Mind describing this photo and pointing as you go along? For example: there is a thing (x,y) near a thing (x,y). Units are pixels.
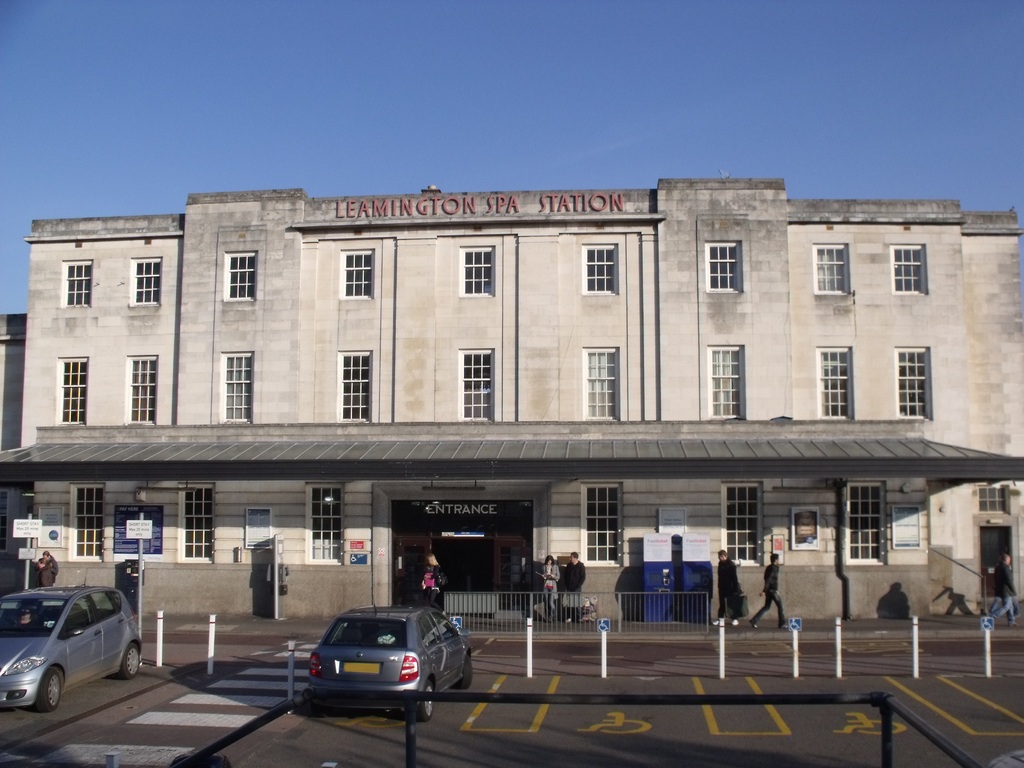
In the center of the image (387,269) there is a building (316,573) with windows (468,386). There is a entrance gate (425,525). At the bottom of the image (595,689) there is road (638,708). There are safety poles (158,626). There are vehicles (60,638) on the road (616,718). At the top of the image (246,100) there is sky (254,127). There are people (768,574) walking on the pavement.
